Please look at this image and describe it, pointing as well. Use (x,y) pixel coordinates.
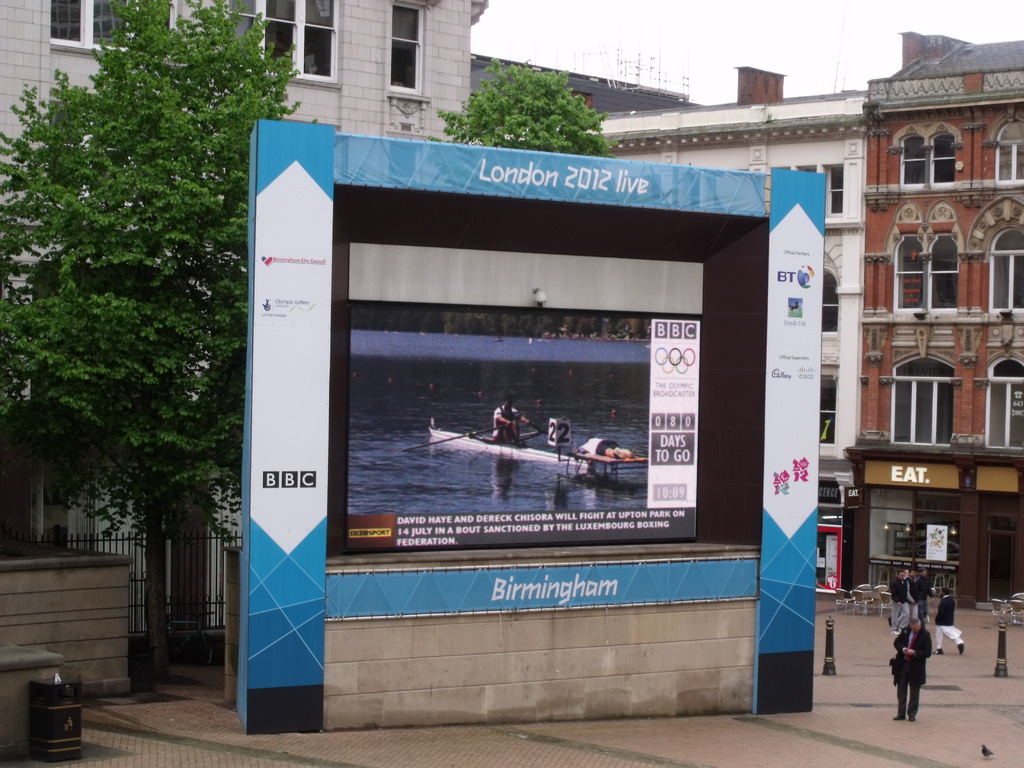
In this image, I can see a television (348,368) on the wall (421,674) and there are boards (819,360). In the bottom right side of the image (901,718), I can see chairs (892,606), few people (919,612), a bird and there are few other objects (999,661) on a pathway (989,674). Behind the television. I can see the iron grilles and trees (474,119). In the bottom left corner of the image (59,725), I can see a dustbin (77,708). In the background (908,130), there are buildings (926,138) and the sky (671,32).
